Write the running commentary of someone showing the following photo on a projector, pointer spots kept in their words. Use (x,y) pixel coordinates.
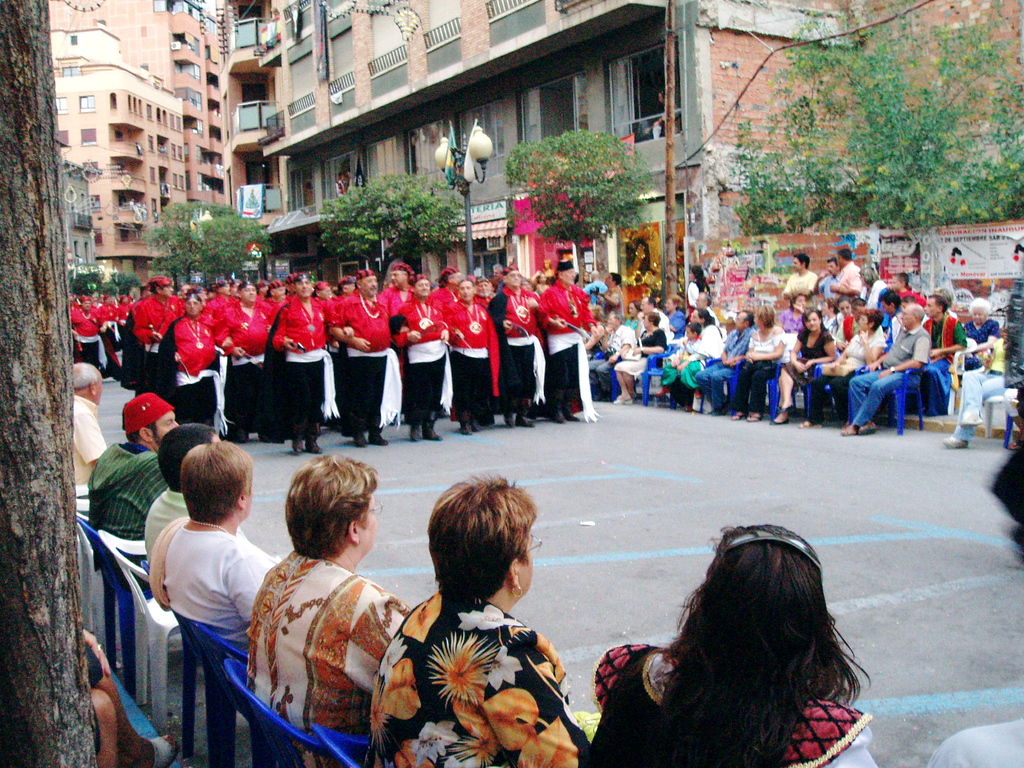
In this image I can see number of people (329,596) where most of them are standing and few are sitting on chairs (146,649). I can also see most of them are wearing red colour dress (285,317). In the background (618,16) I can see number of trees (419,219), buildings (326,103) and on this road (830,579) I can see few blue lines (988,693).
